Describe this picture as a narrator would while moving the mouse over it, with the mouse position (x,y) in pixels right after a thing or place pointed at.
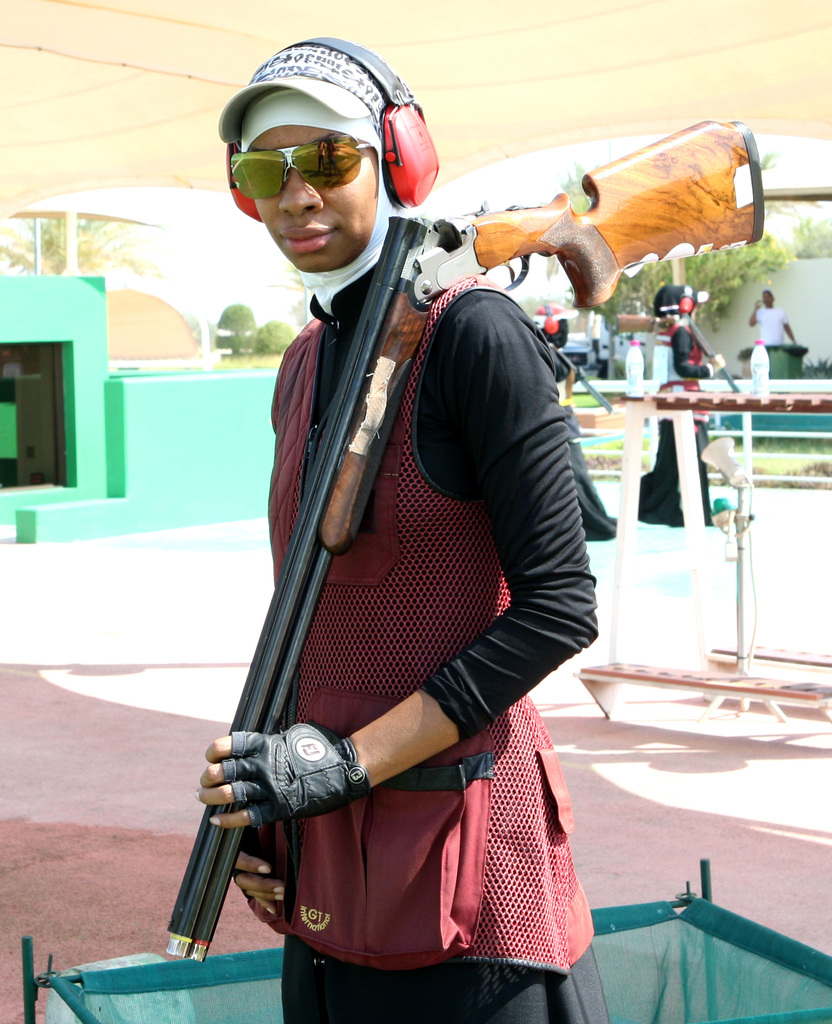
There is a person (460,761) standing and holding a gun (570,241) and wearing headset (377,65) and glasses (351,152). In the background (42,270) we can see people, trees (42,270), plants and bottles (753,361) on the surface (787,406).
